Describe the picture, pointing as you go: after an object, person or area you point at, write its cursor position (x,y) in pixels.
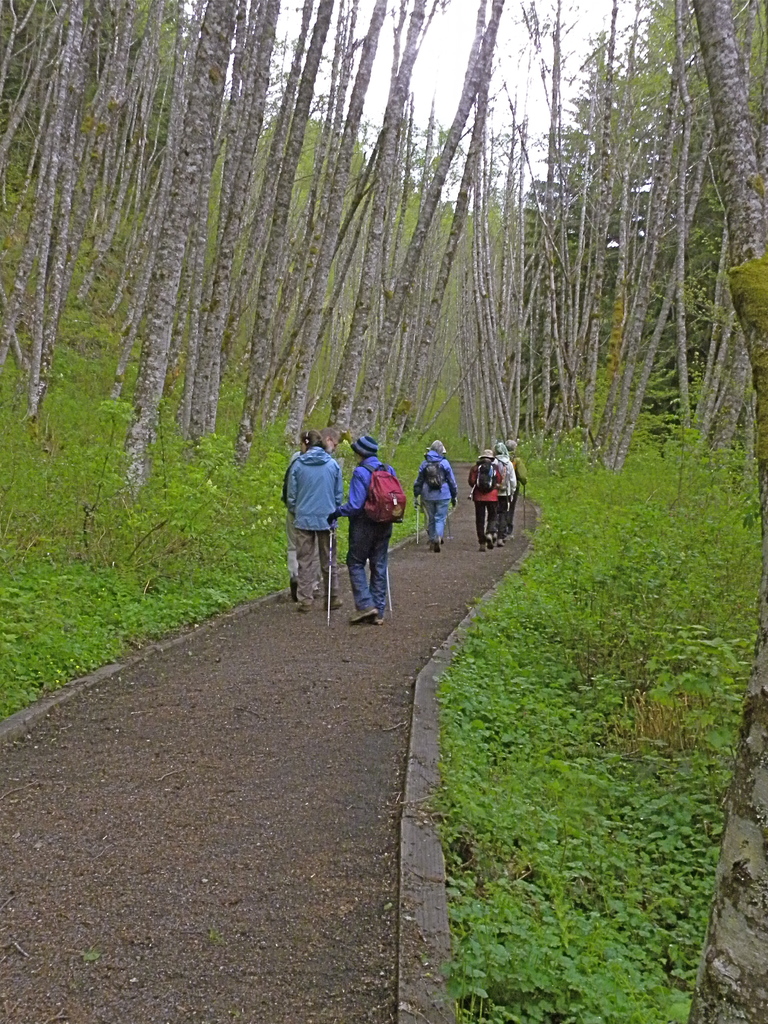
There are few people (357,534) wearing back pack bag (383,520), holding two sticks (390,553) and walking along the pathway (398,566). These are the small bushes (150,532) and plants (597,610). I can see tall trees (195,211) beside the pathway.
